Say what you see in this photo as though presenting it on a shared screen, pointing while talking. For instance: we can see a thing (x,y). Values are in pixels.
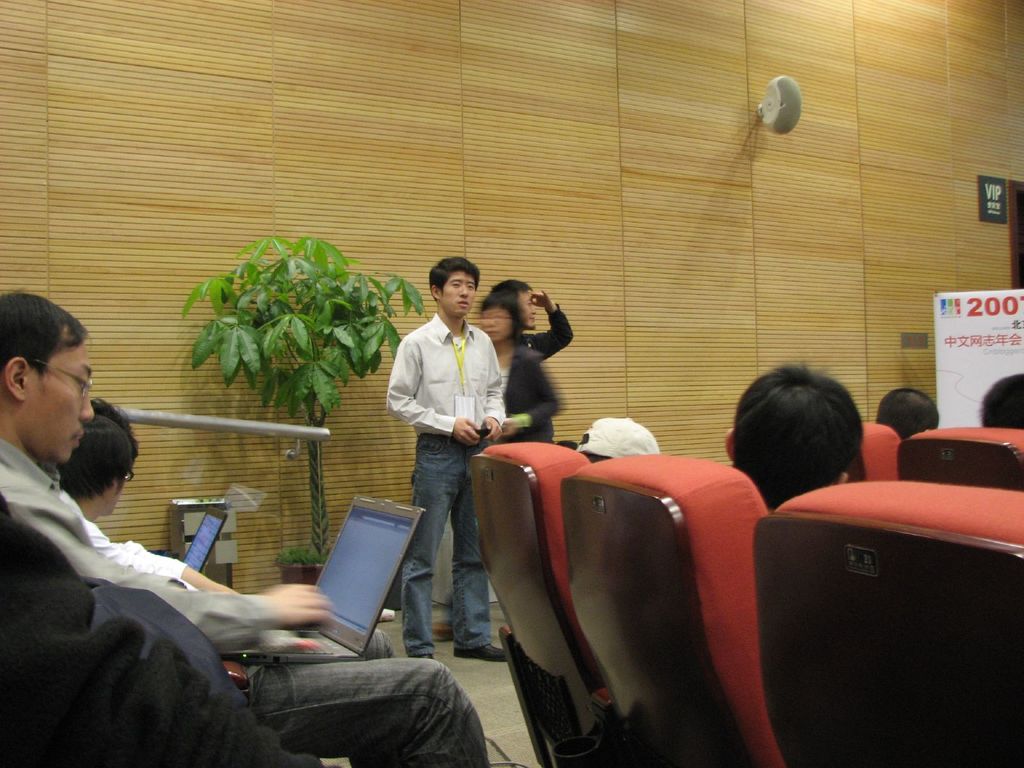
In the center of the image (440,491) we can see a man (469,597) standing, next to him there are two people (548,359). At the bottom (120,722) we can see people (30,467) sitting on the chairs (825,584). On the left (338,577) there are laptops (356,596). In the background (349,306) there is a plant (317,551), a board (939,324), speaker (784,120) and a wall (606,178).
